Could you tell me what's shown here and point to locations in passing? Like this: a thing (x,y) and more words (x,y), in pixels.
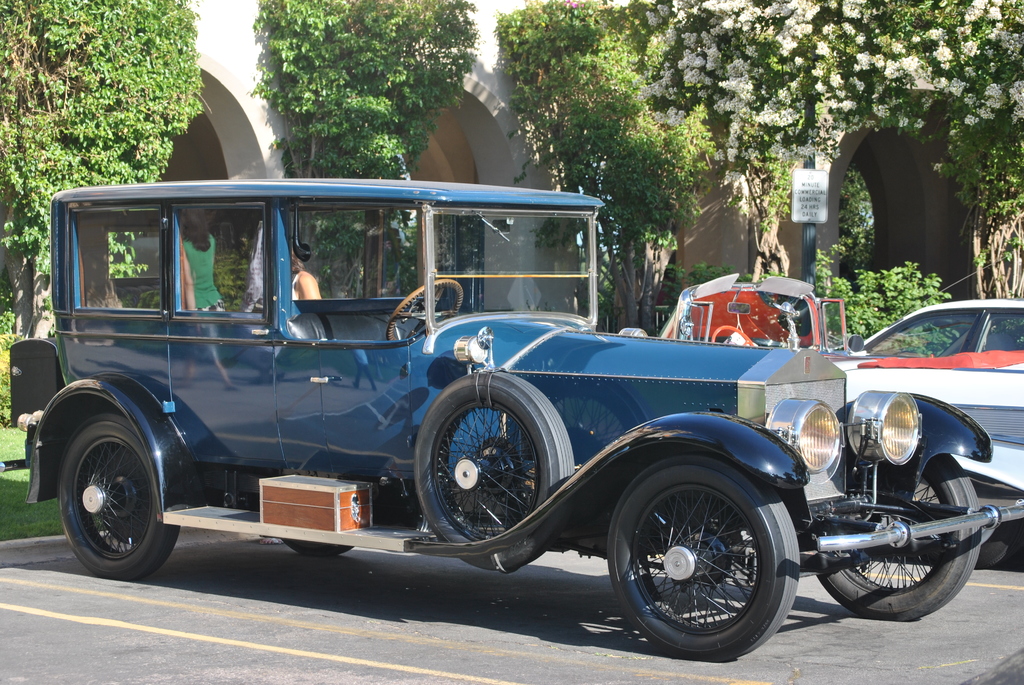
In the picture we can see a vintage car (660,618) which is blue in color and we can see some cars (764,326) also parked near the path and in the background (15,501) we can see a grass (12,479), plants (40,86), and a building wall (472,171).
